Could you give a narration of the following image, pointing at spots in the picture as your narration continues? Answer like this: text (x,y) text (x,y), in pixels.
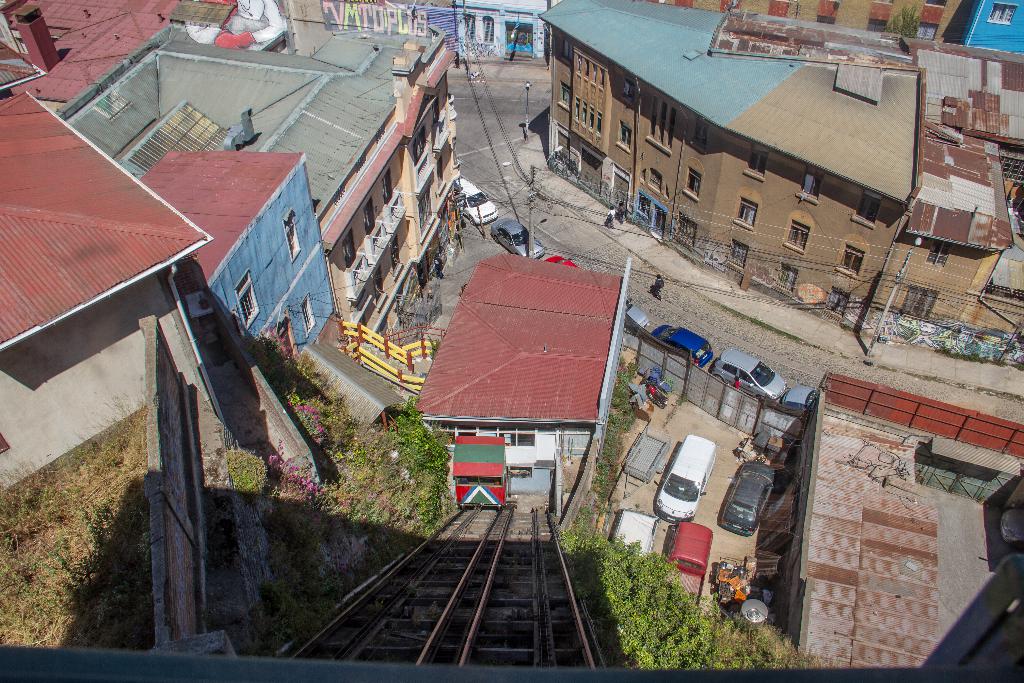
In this image we can see there are so many cars (649,547) parked on the road (769,337), behind that there are so many buildings (131,8) and plants (271,636).
